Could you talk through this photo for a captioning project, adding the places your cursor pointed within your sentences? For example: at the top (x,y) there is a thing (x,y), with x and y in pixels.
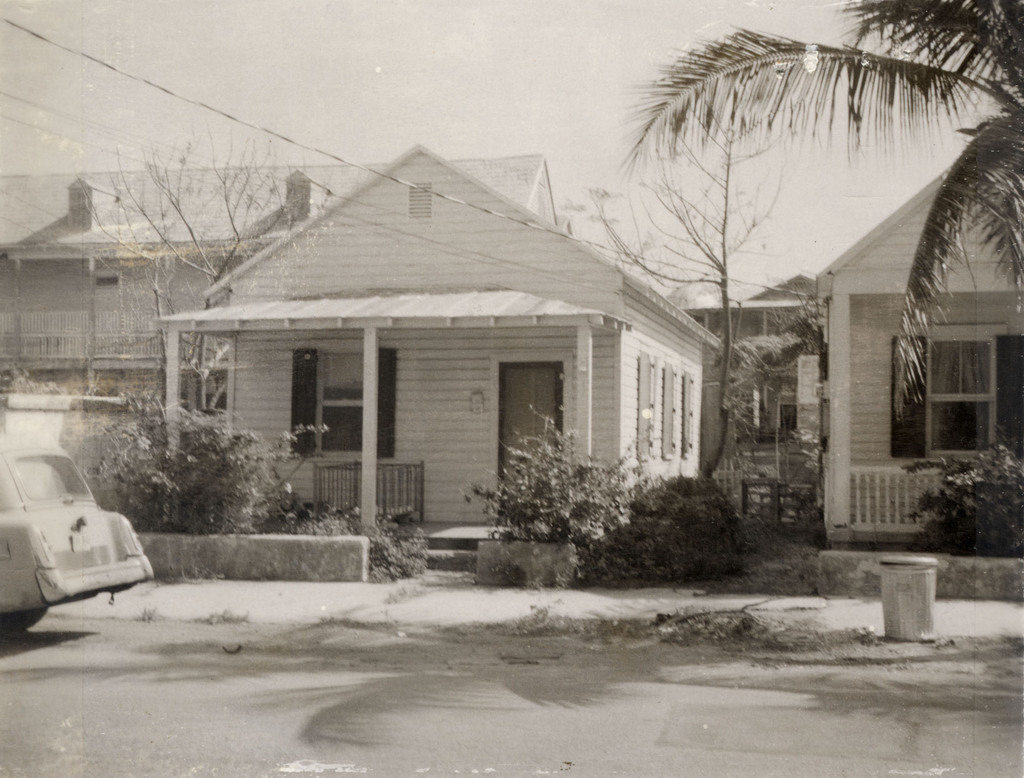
To the bottom of the image (528,656) there is a road (705,656). To the left side of the image (11,494) there is a car (61,452) on the road (486,656). Behind the car (80,493) there is a house (519,262) with roof (312,309), poles (367,373), windows (380,373) and doors (514,396). In front of the house (403,481) there are few plants (285,508). To the right side of the image (836,452) there is a house (880,270) with roof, pole (847,506) and windows (948,456). In front of the house (916,497) there are plants (954,531) and dustbin (927,569) on the footpath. And to the right corner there is a tree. In the background (152,284) there are many houses (95,295) with roofs (145,235) and also there are trees (238,170). And to the top of the image (473,51) there is a sky (391,34).
